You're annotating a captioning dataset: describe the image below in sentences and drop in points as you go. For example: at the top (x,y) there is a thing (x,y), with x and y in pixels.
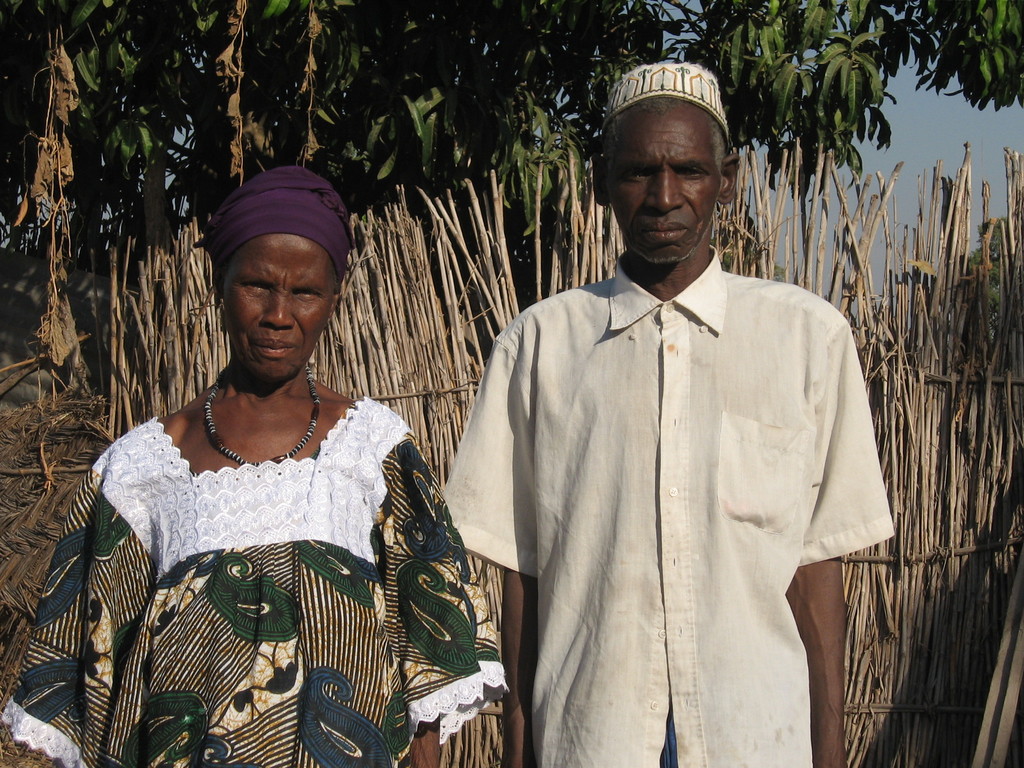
In this image I can see two people (490,531) with different color dresses (492,440). I can see this people (592,409) wearing the caps (696,97). In the back (489,298) I can see the wooden sticks (510,286), many trees (510,102) and the sky (938,139).
